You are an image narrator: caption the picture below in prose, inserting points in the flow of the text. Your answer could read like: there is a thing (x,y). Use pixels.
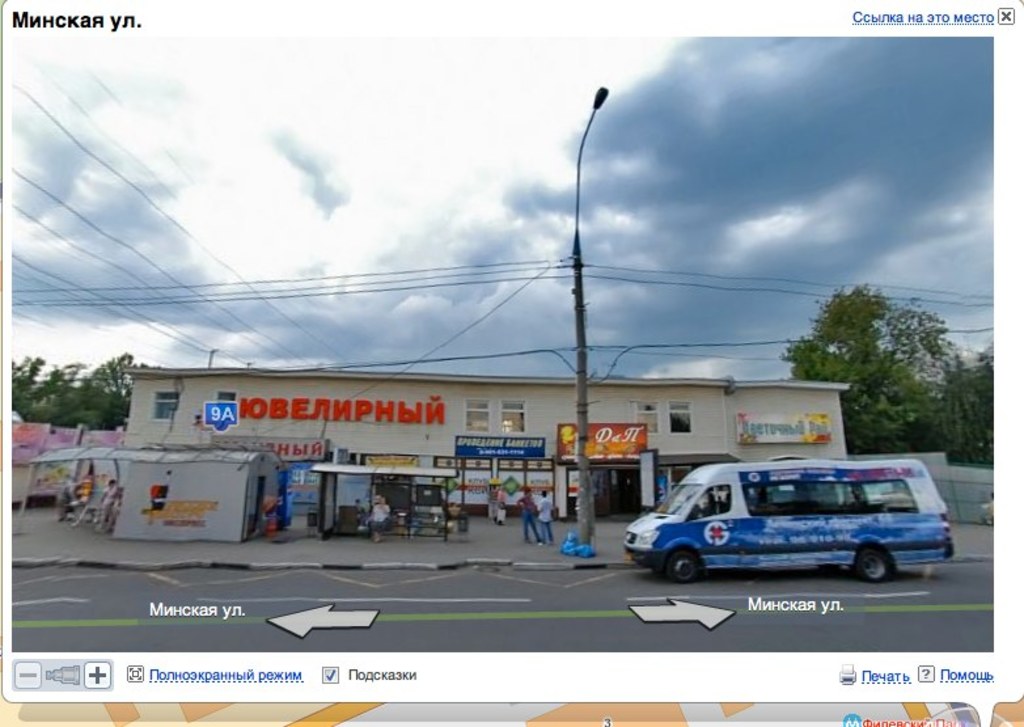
This picture seems to be an edited image. On the right (831,527) there is a van (696,576) seems to be running on the road (514,590) and we can see a building (462,408), boards (511,444), street light (601,92) attached to the pole (590,510) and the cables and group of persons (60,503). In the background (839,149) there is a sky (540,83), trees (816,347) and other objects (257,505). At the bottom (968,682) there is a text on the image and we can see the arrows (646,610) on the image.
